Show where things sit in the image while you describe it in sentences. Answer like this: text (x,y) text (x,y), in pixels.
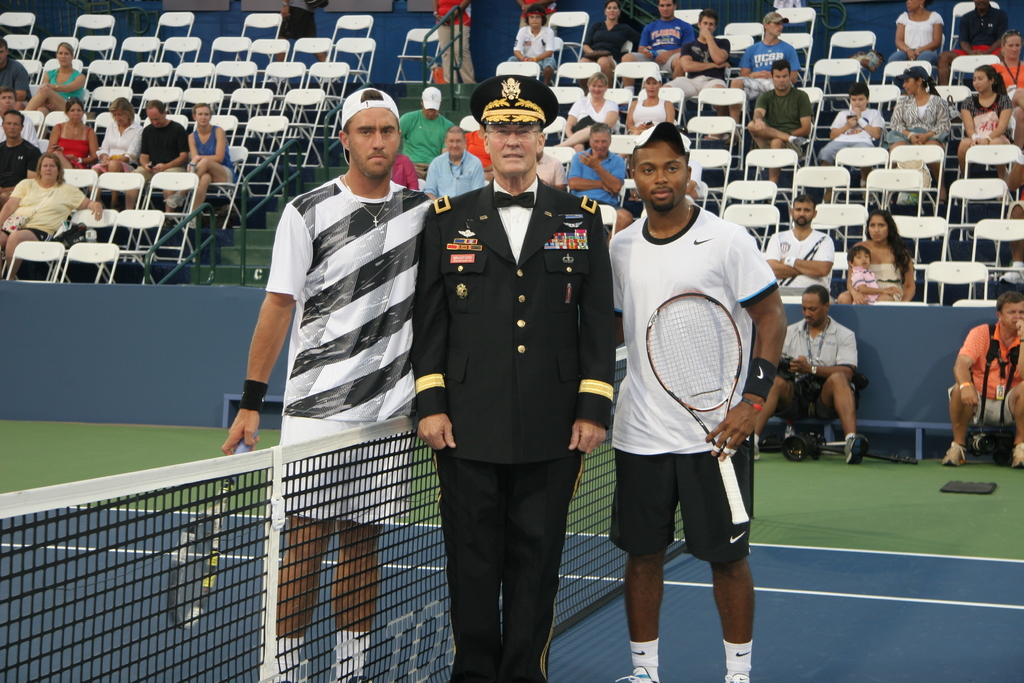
There is a military man (503,359) to either side of him there are two tennis players (376,272) standing and giving pose. In the background (600,43) there are few people (1012,68) sitting on the chairs (718,139) and few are standing. On the left (304,604) there is a net (345,597).
